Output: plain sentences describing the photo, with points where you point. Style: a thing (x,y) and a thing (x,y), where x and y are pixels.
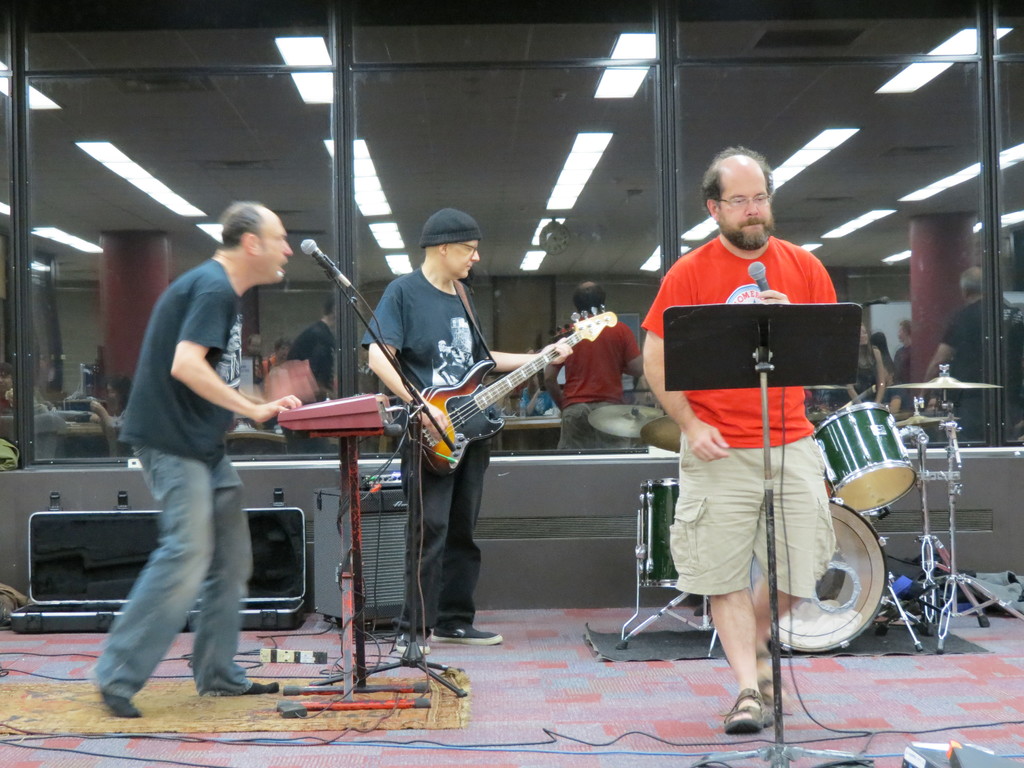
In the image we can see there are people (178,449) who are standing and the man (164,461) is playing casio (367,412) another man (465,266) is holding guitar (502,390) in his hand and at the corner the man (723,280) is holding mic (757,280) in his hand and at the back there is a drum set (863,475).
